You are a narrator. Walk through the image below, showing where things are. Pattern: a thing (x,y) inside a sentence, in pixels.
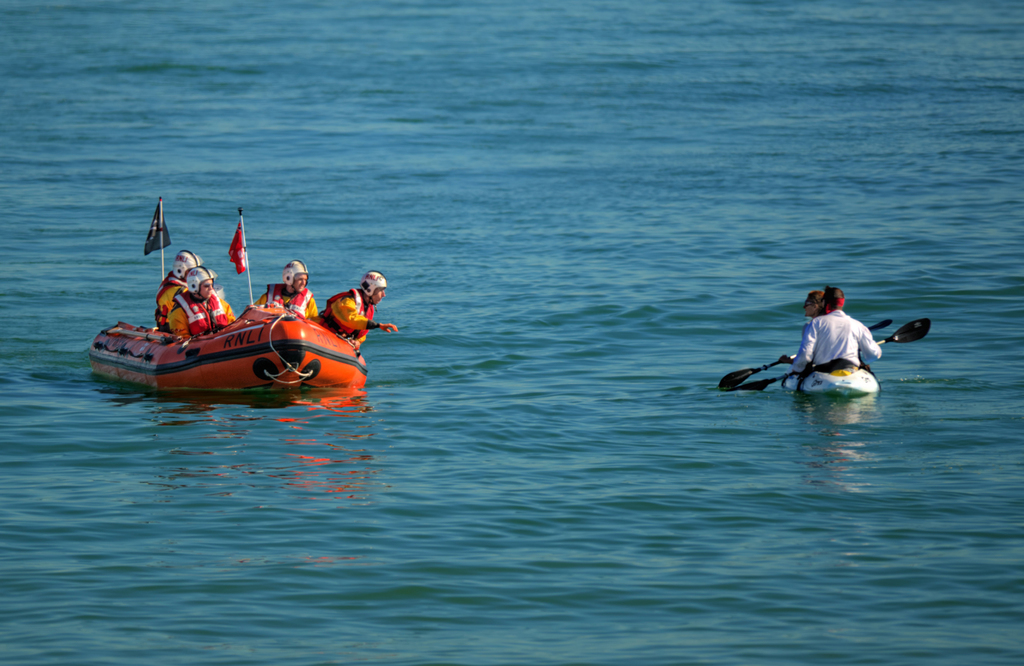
In this picture we can see flags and some people (219,311) wore helmets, jackets (186,310) and beside them we can see two people (858,330) holding paddles (739,376) with their hands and they all are on boats (316,350) and these boats (842,378) are on the water (569,482).
